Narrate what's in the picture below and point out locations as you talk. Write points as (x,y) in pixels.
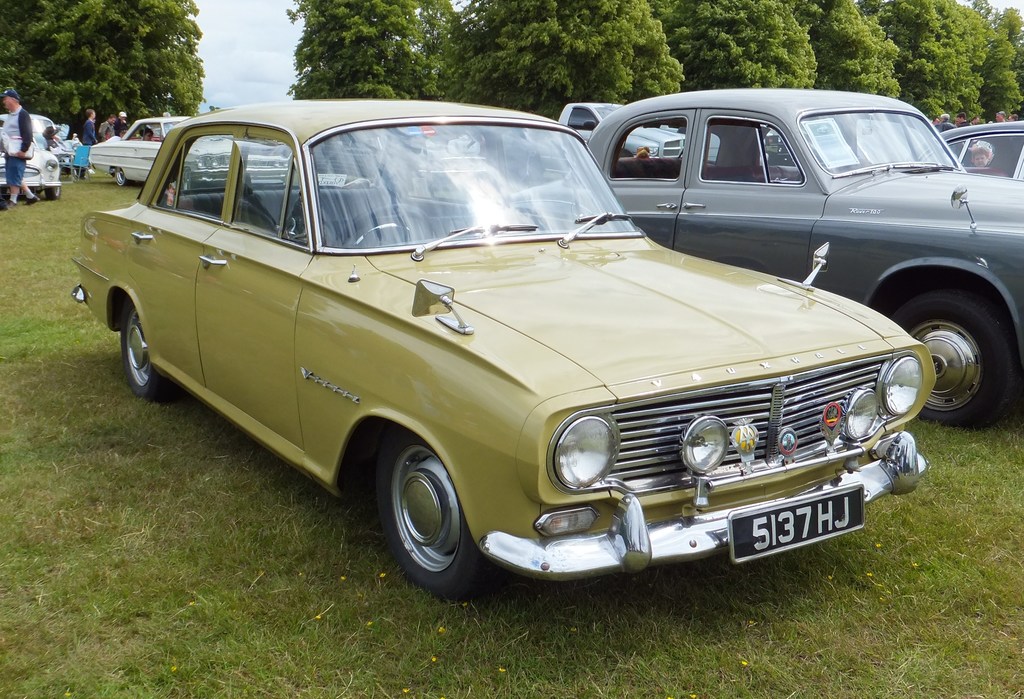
In this image we can see some vehicles (395,200) parked on the grass field (528,587). In the background of the image (14,163) we can see some people (16,176) standing. One person (22,127) is holding an object (15,139) in his hand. At the top of the image (193,26) we can see a group of trees (353,19) and the sky (236,16).
